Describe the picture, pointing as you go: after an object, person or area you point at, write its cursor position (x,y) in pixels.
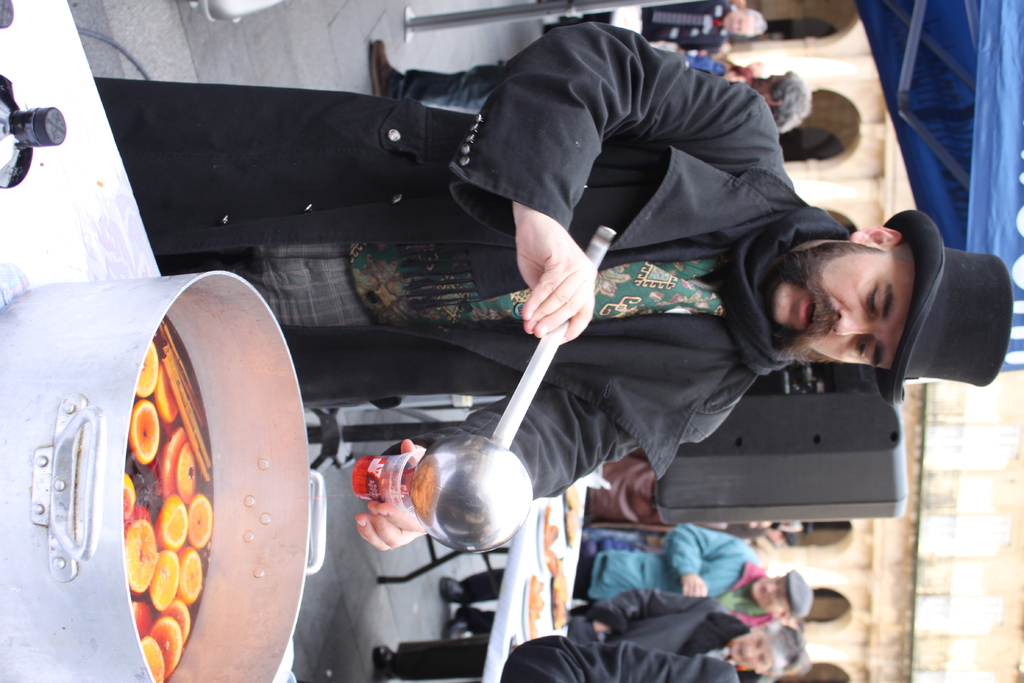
This is a tilted image, in this image on the left side (89,203) there is a table (56,16), on that table (47,6) there is a bowl (134,643), in that bowl (95,571) there is a food item (150,542) and people (530,337) are standing on a road (424,597).
